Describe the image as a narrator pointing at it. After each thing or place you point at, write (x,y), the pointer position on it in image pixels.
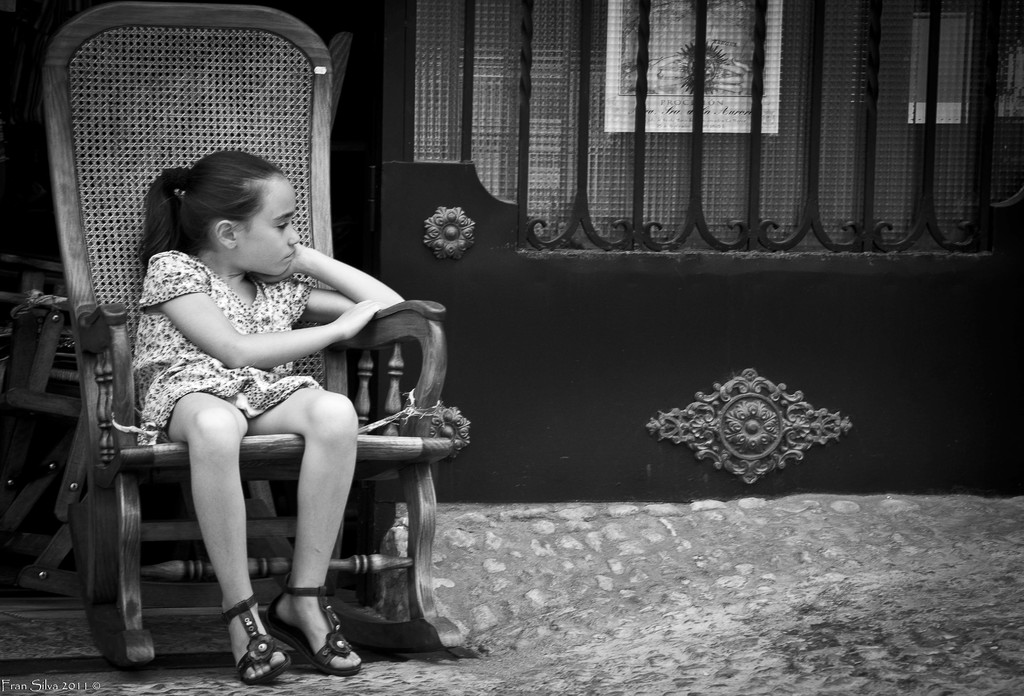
This girl (308,439) is sitting in a chair (85,319). This is a fence (989,132), back side of this fence (816,162) there is a poster (757,79).
